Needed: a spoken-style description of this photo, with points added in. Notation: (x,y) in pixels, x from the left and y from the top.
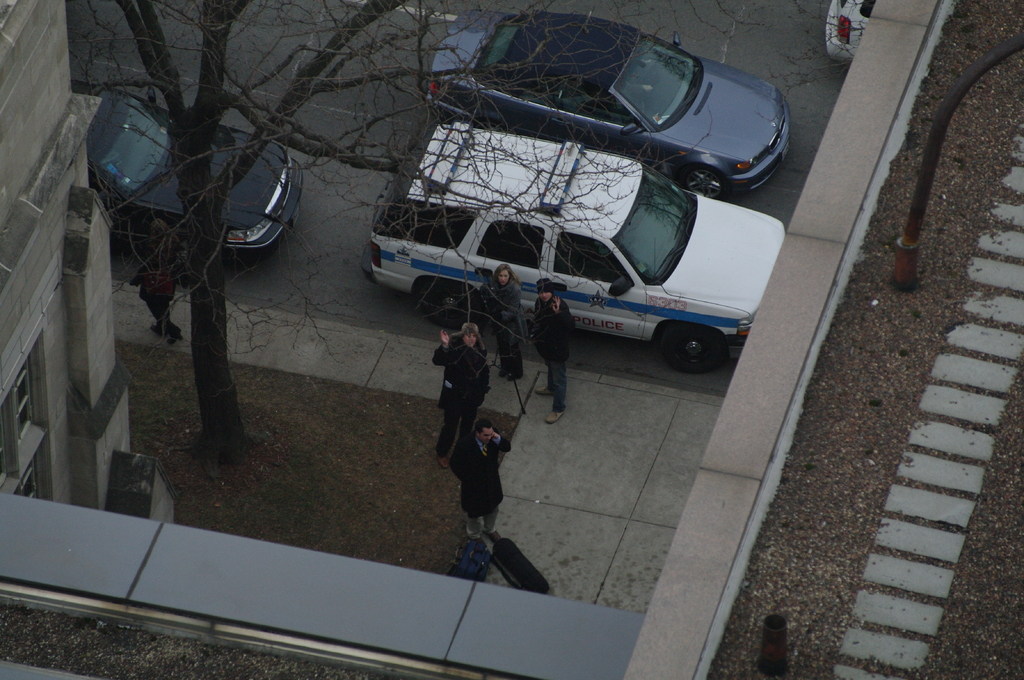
In the foreground (660,304) I can see five persons (459,350) on the road (571,436) and four cars (600,127). At the bottom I can see a building (25,323) and tree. This image is taken may be on the road (614,514).
